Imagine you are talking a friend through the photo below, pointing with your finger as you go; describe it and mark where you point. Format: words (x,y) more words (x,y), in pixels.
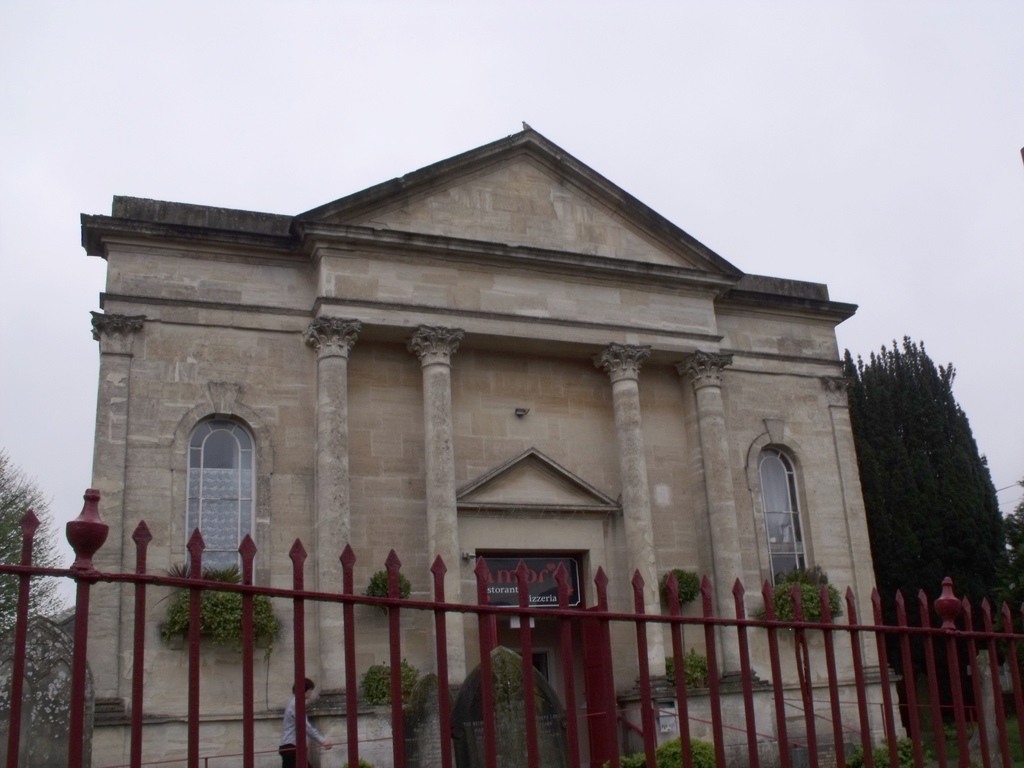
In this image we can see a building (429,422), house plants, persons (292,716) on the floor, iron grill (135,648), trees (932,496) and sky (301,171).
